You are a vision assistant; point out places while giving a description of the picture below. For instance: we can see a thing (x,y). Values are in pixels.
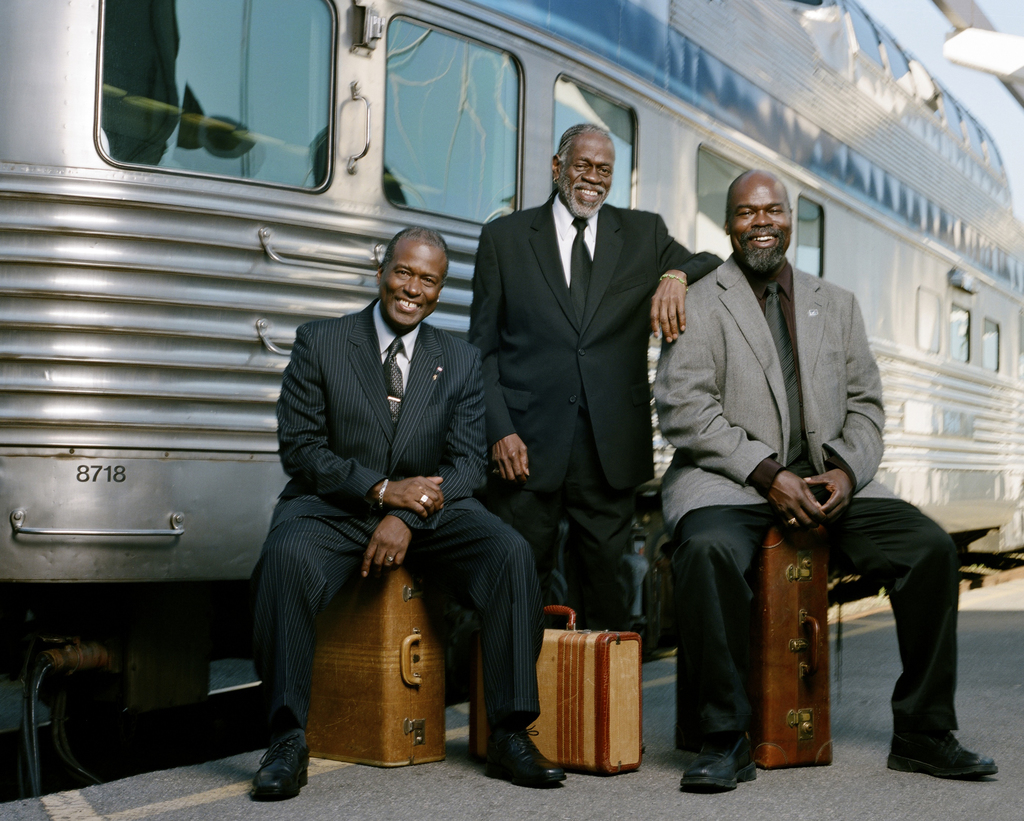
In the picture we can see three men (837,407), two are sitting on the suitcases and one man (548,358) is standing and near to him we can see suitcase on the path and they are smiling and they are in blazers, ties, and shirts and behind them we can see a train (93,514) which is gray in color with glass windows (502,181).
